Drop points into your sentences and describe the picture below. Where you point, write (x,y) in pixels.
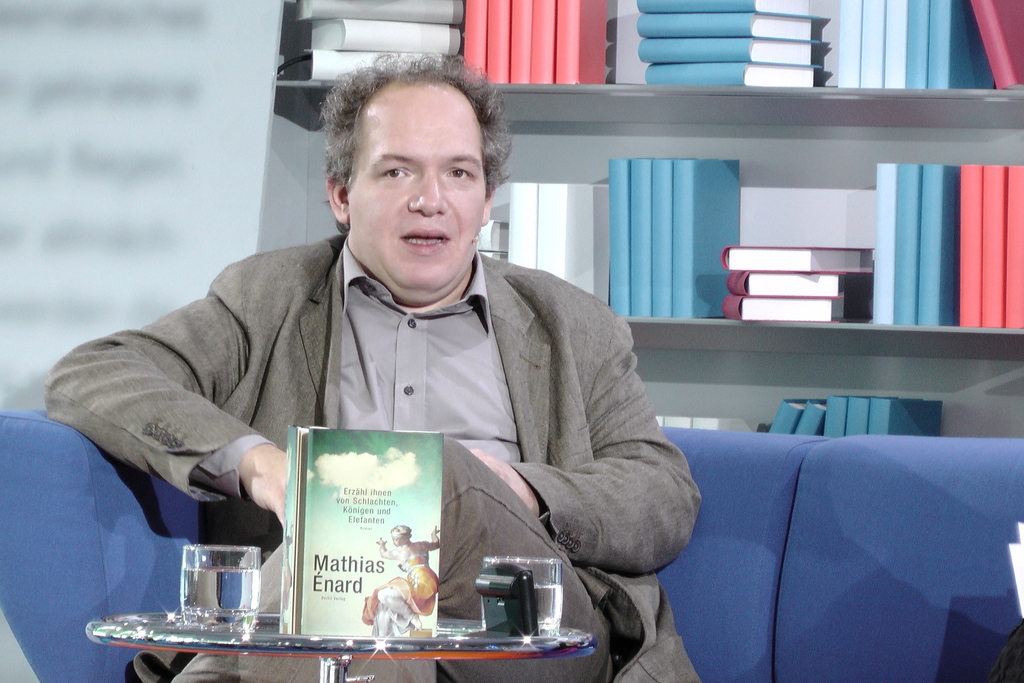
In this image I can see a person (466,323) sitting on the sofa (687,621). In the background (673,307) I can see few books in the shelves (826,359). I can see a book (343,561) and two glasses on the table (323,636).
